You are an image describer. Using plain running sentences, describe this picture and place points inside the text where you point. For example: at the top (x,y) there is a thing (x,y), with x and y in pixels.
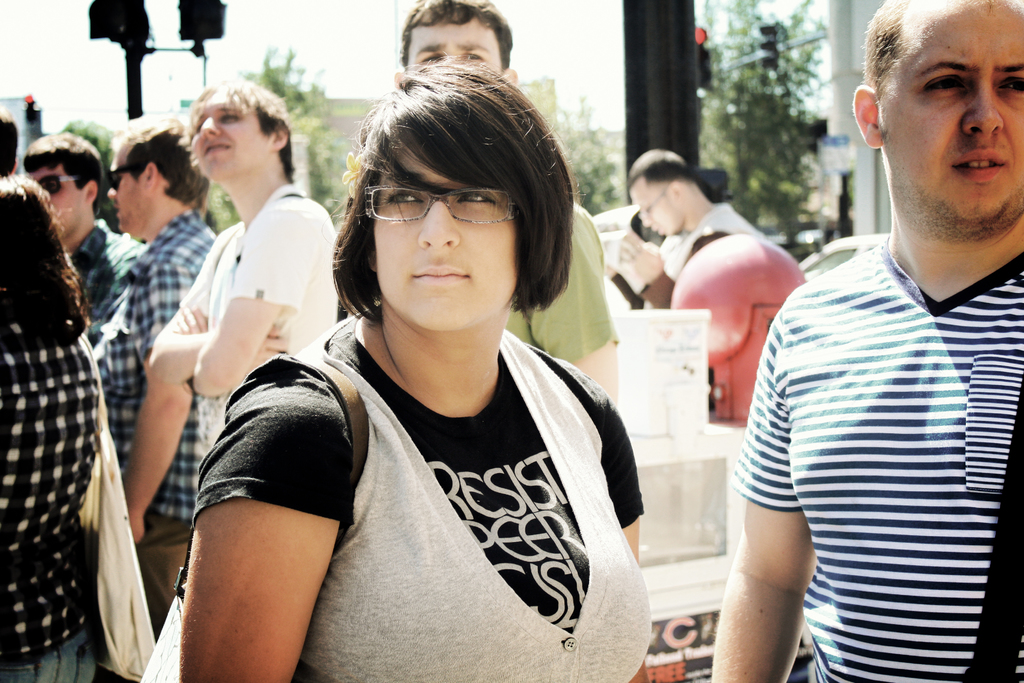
In the picture we can see a man (775,543) and a woman (399,286) standing and looking somewhere and behind them, we can see some people (59,377) also standing and looking something and behind them we can see some poles (637,120), plants (610,177) and sky (60,22).
